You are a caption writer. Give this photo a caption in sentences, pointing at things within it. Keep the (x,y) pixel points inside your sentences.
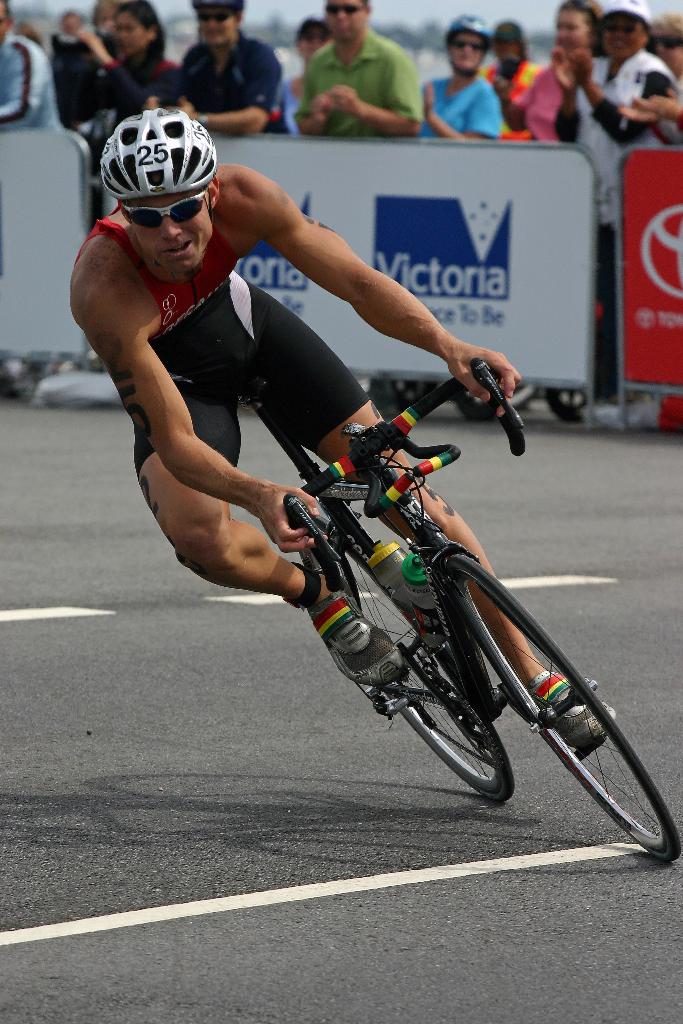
In the picture we can see a man (364,681) riding a bicycle (367,451), he is wearing a helmet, in the background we can see a railing (455,181), and some people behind the railing (42,267) are encouraging him.
